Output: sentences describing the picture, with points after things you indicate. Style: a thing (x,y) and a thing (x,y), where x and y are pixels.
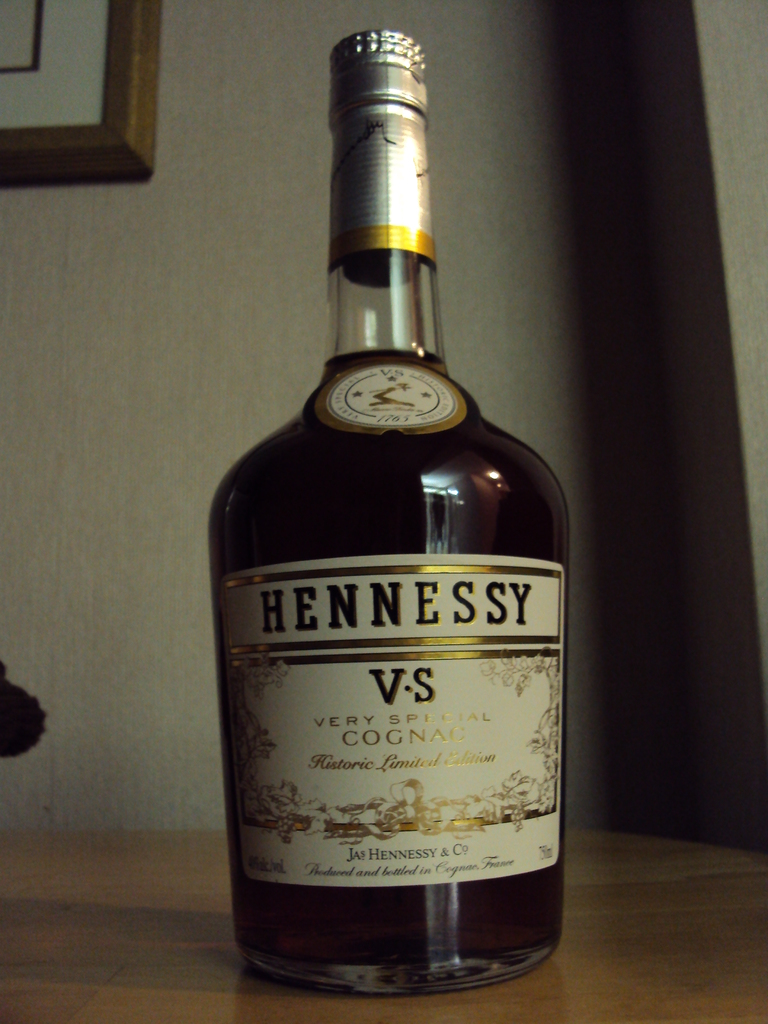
In this image, there is a bottle (413,348). This bottle (409,461) has a label (283,877) and contains some text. There is wall (174,325) behind this bottle (371,263).
